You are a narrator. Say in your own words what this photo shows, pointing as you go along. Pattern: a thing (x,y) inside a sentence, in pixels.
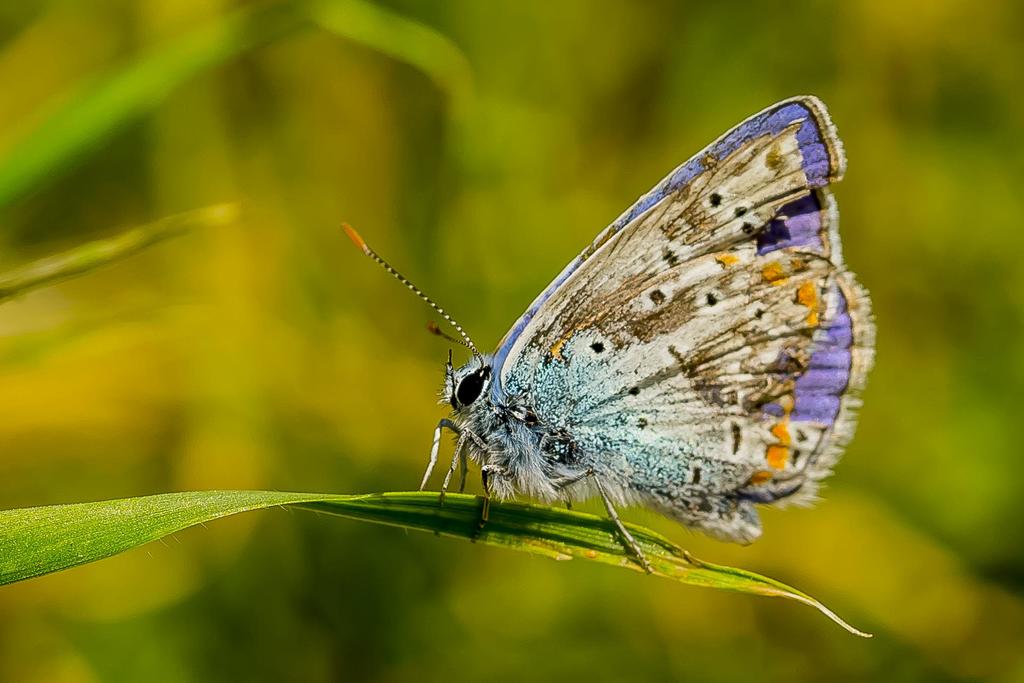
In the center of the image (638,301) we can see butterfly (514,444) on the plant (615,532).
